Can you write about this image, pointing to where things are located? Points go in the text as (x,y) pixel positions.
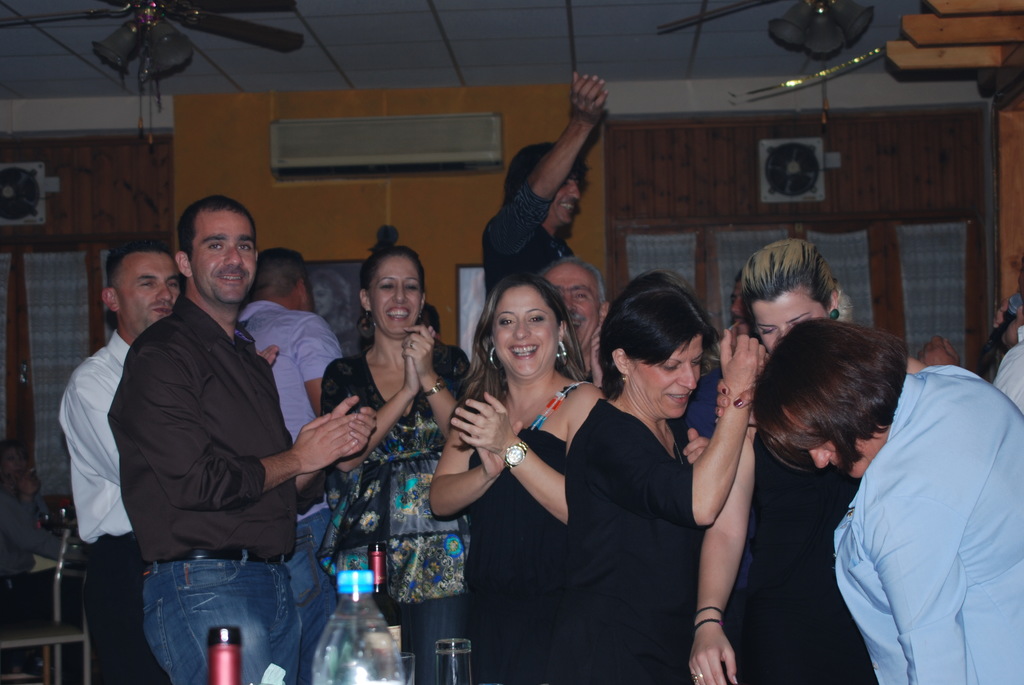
As we can see in the image there are group of people (606,409) standing in the front (727,612). There are fans (840,31), air conditioner (472,149), wall (411,207), photo frame (348,269), door (93,305), bottle (334,626) and glasses (408,657).
